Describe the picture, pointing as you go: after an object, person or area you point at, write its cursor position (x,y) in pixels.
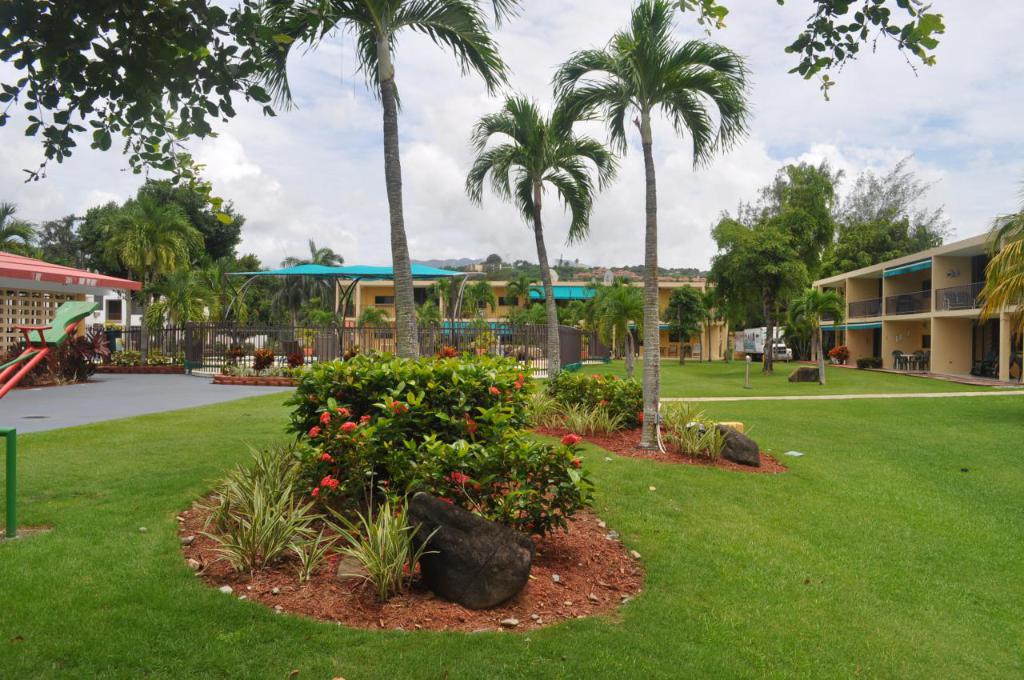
In this image there are buildings (7,293) and trees (176,224) in the left (53,282) and right corner (859,301). There is a green grass (776,537) at the bottom (666,614). There are small plants (562,504), stones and trees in the foreground (469,173). There are buildings (464,279) and trees (751,260) in the background (531,283). And there is a sky (525,55) at the top (525,55).
